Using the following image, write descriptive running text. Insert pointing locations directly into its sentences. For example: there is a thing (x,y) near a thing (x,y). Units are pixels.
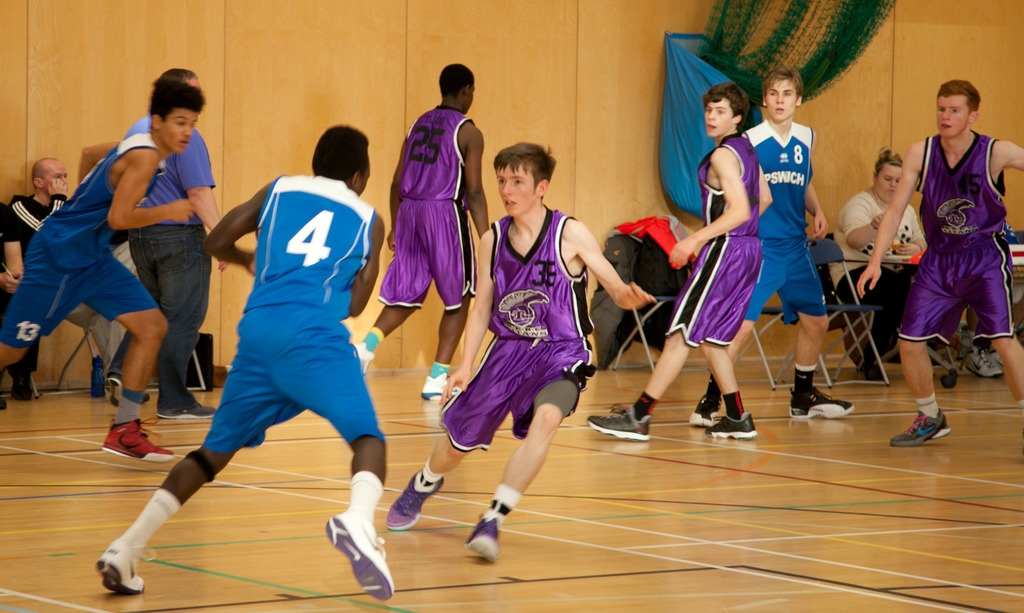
There are people (260,399) in motion and few people (860,266) sitting on chairs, in front of this woman (856,197) we can see objects (914,253) on the table (899,261). We can see cloth (641,236) on a chair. We can see net (787,19), cover (676,62) and wall (291,46). We can see objects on the floor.
